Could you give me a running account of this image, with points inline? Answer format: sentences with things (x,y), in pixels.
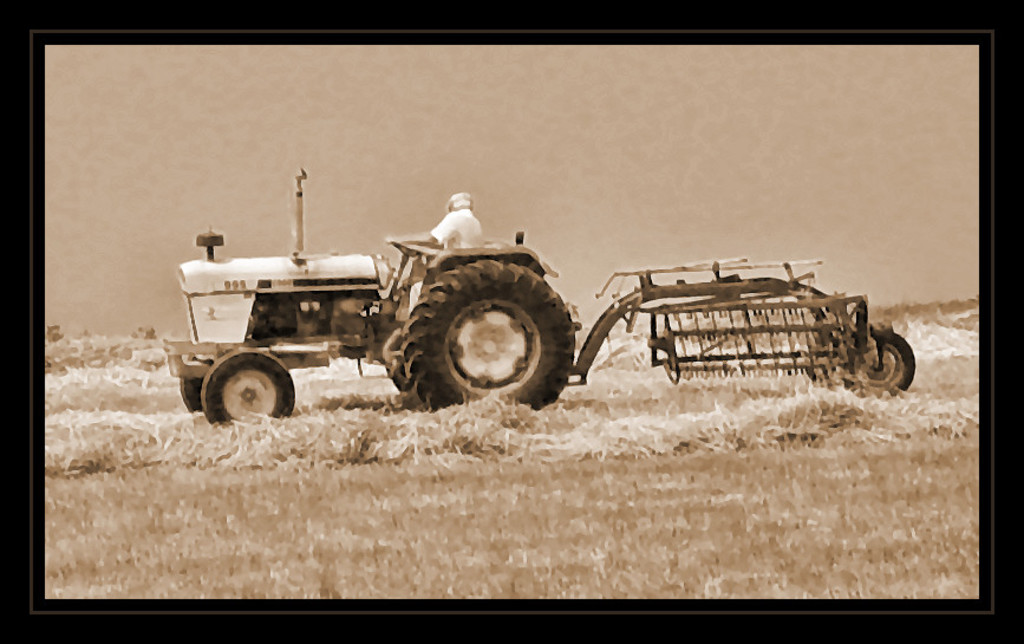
In this image we can see a photo frame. In the photo frame (798,183) we can see the picture (388,290) of a man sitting on the tractor (505,314) and raking the hay (910,325).
